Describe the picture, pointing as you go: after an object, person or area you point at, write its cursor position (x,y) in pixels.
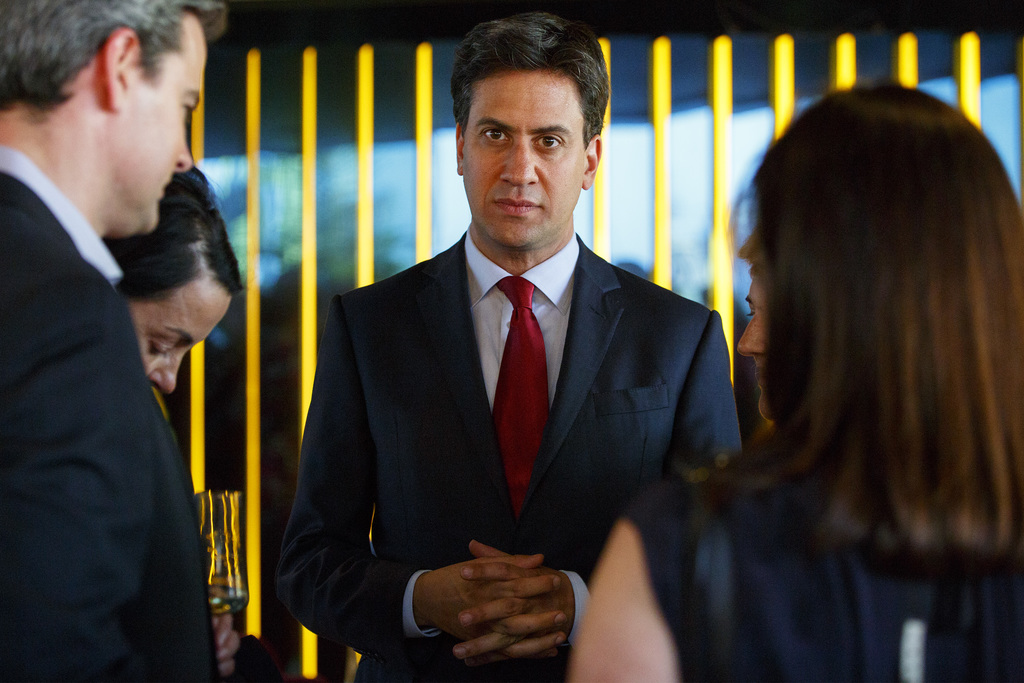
In this image, there are a few people (602,435). We can also see the background (306,308) with some yellow colored poles (193,352).
